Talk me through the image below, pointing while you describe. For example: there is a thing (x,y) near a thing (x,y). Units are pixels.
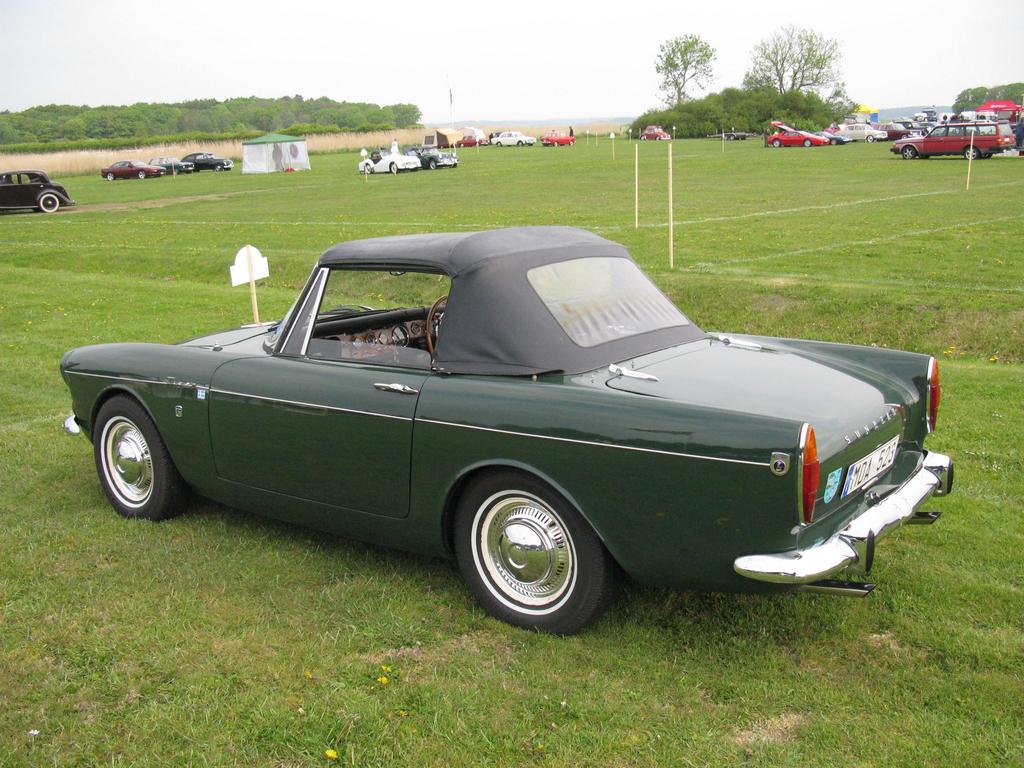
There are vehicles (705,380) in different colors parked on the grass (562,177) on the ground (958,426) on which, there are white color lines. In the background (494,113), there are tents (281,148), plants (487,126), trees (375,105) and there is sky (165,28).
